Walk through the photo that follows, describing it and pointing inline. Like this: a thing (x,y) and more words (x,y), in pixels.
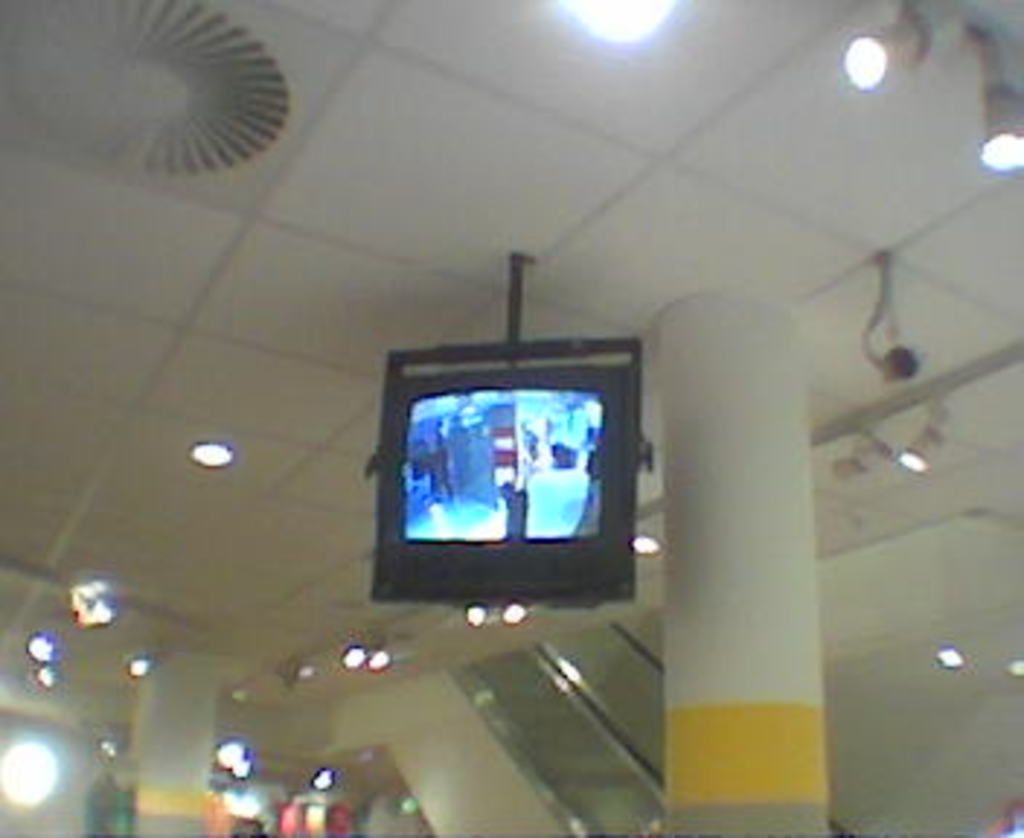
In this image, at the middle (381,556) there is a black color television (461,408) hanging on the roof (436,337), there is a white color pillar (697,504), there is a white color roof (659,123) and there are some lights (888,52).
